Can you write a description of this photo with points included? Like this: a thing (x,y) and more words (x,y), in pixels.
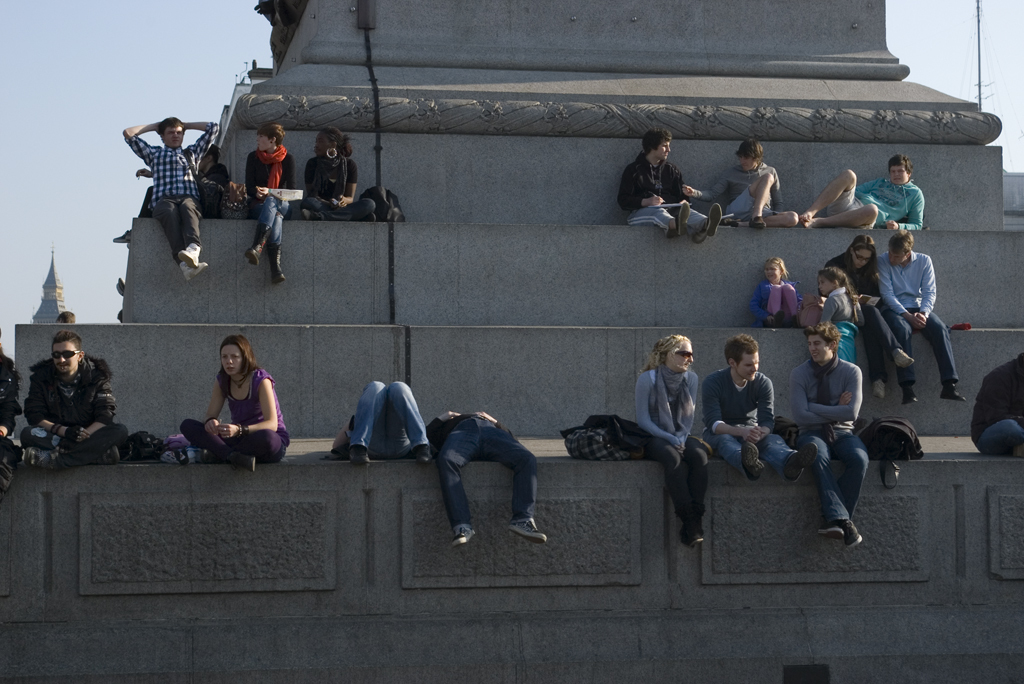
There are persons (867,329) in different color dresses (59,408), some of them are sitting and remaining are laying on the steps (442,173) of an architecture (315,444). In the background (58,309), there is a tower (55,279) and there is blue sky (126,52).
